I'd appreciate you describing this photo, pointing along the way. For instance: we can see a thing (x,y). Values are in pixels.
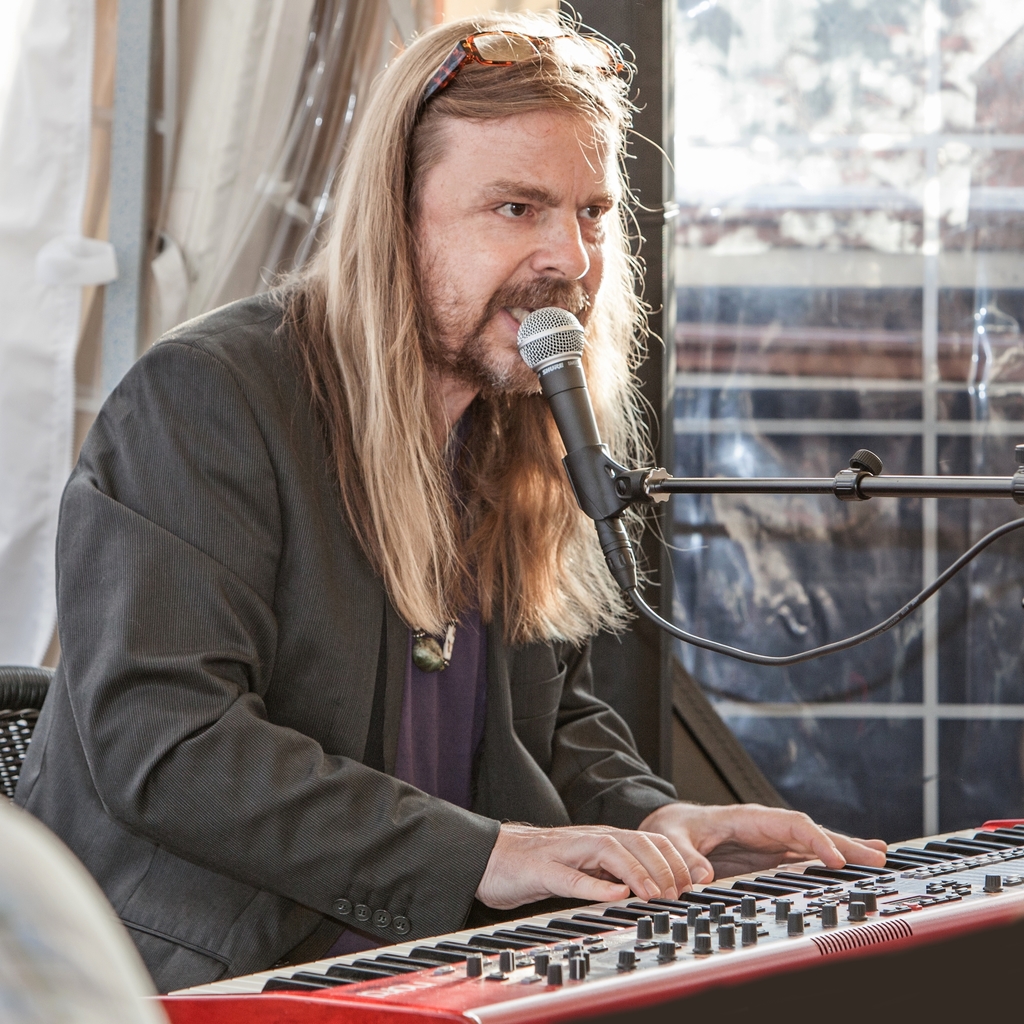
In the picture we can see a man (515,538) sitting on the chair (2,778) and playing a keyboard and singing a song in the microphone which is to the stand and he is with a black blazer (126,515) and long hair (586,79) which are cream in color and in the background (769,257) we can see a glass wall (842,560).
